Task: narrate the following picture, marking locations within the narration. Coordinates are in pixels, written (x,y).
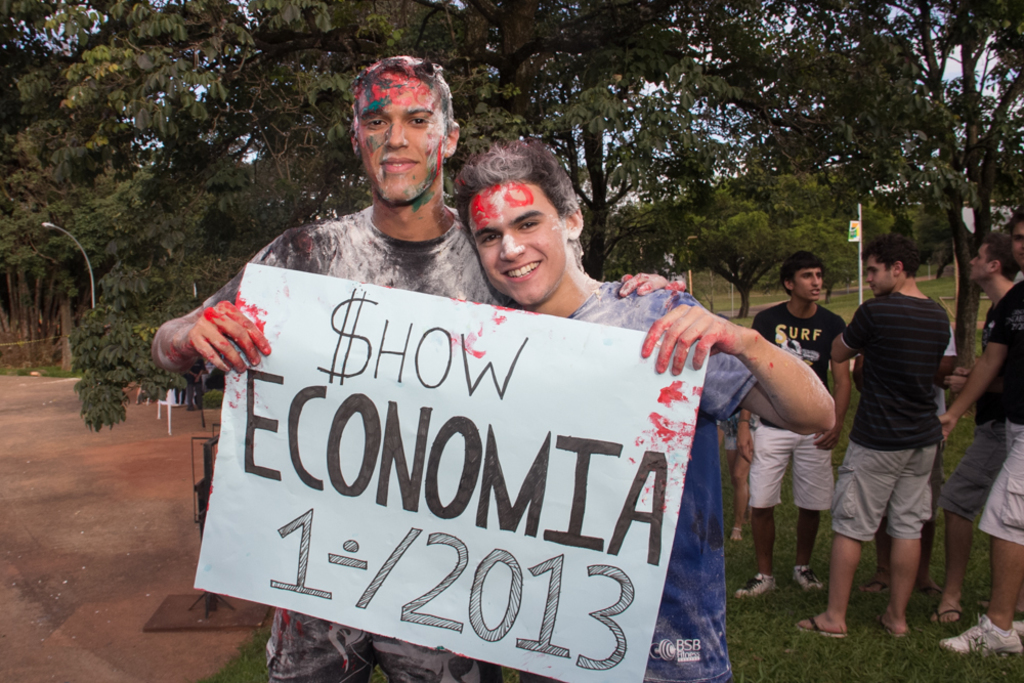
In this image we can see two persons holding a chart (499,478) with some text (489,493) written on it, there we can also see few persons (810,322), trees (103,214), poles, a streetlight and a chair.
